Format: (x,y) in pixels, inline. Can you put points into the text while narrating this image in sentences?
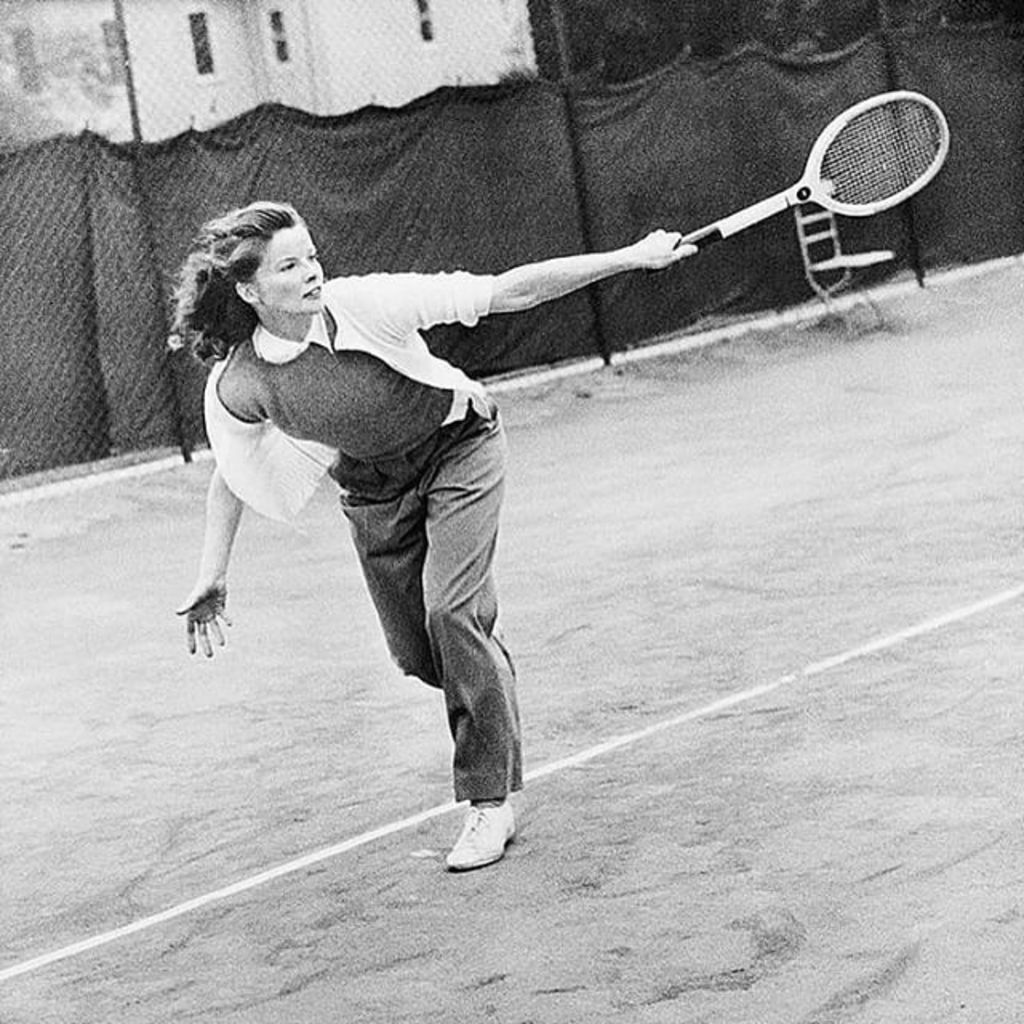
This picture is a black and white image. In this image we can see one chair (862,303) on the ground (852,312), one fence (12,216), one house (459,62), some trees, one big curtain (282,122) attached to the fence (933,7), one woman (467,641) holding a tennis bat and playing tennis on the ground (879,306).
